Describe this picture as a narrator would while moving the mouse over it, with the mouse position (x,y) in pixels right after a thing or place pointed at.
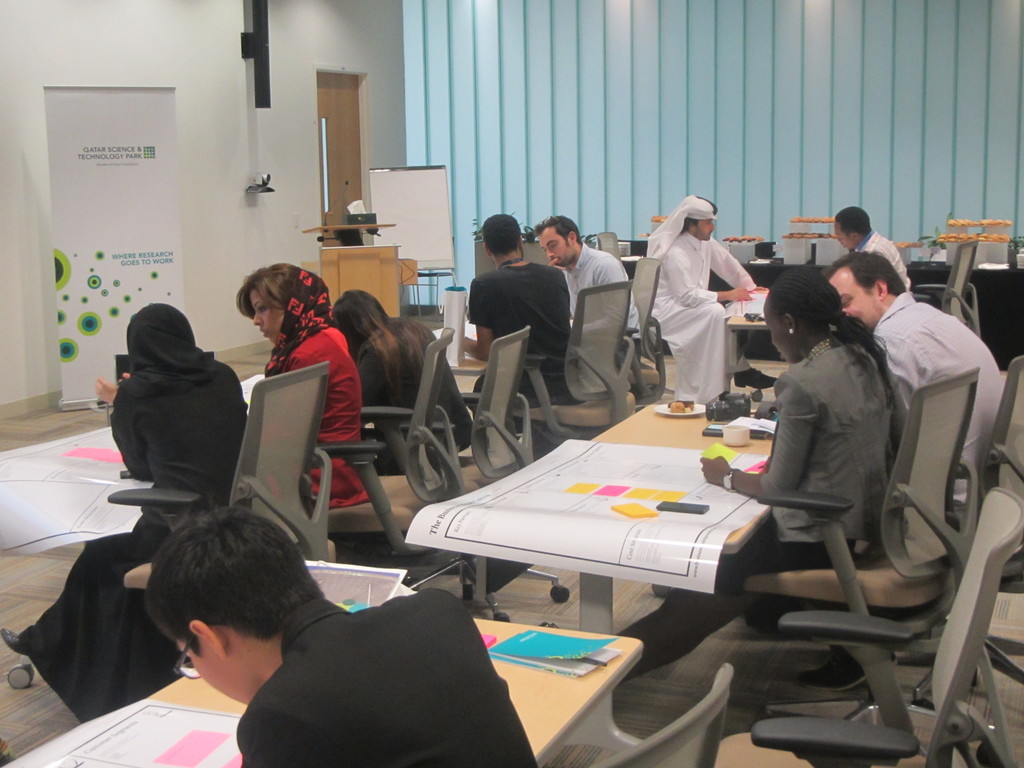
In this image I can see the group of people (231,413) sitting in-front of the table (554,707). These people (345,662) are wearing the different color dresses (316,674). On the table (537,690) I can see the many papers (206,727), charts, books (541,666), cup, plate (673,414) with food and some objects (714,427). In the background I can see many boards (395,227) and many objects (746,258) which are in white color. In the background (516,48) I can see the wall (305,115) and the door (319,131).
